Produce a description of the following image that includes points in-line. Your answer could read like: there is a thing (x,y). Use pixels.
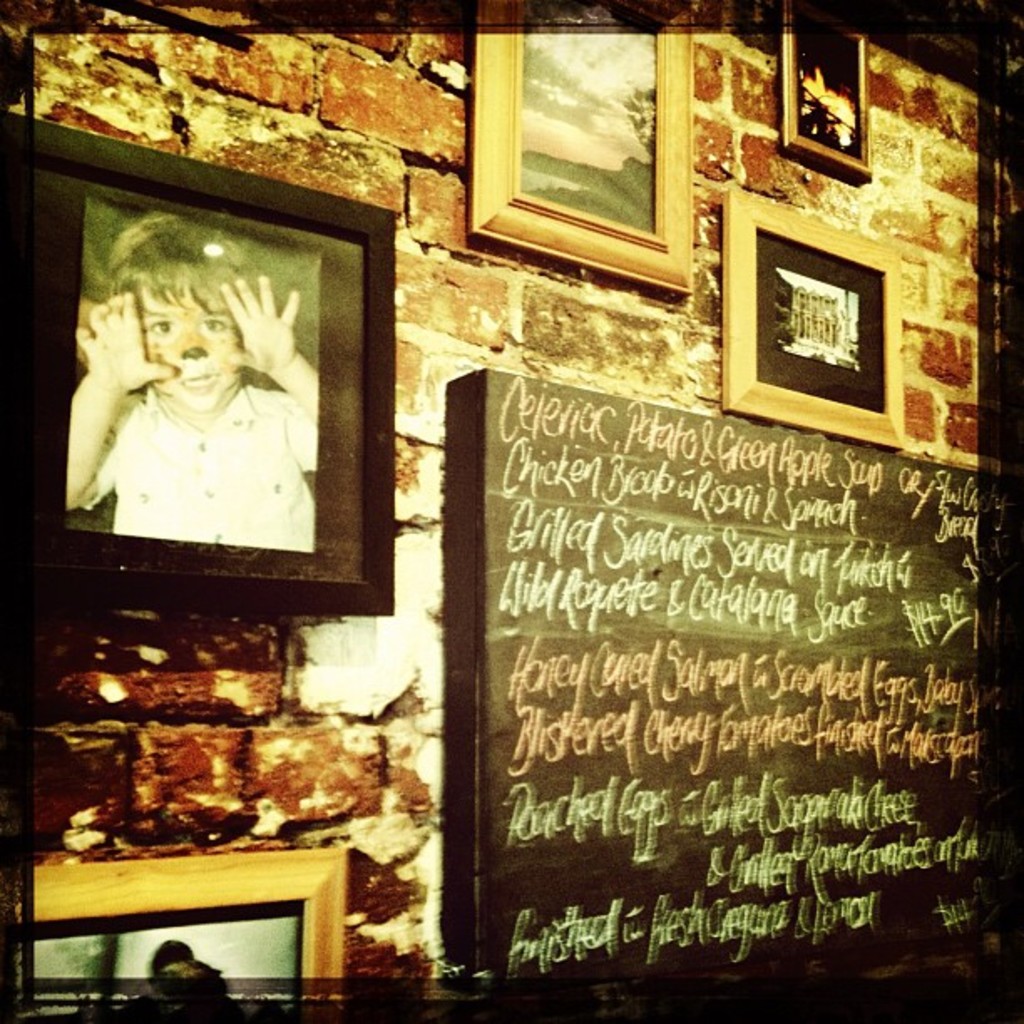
In this image we can see a wall (401,225) with many wall hangings (280,504) and a board (591,768) with text (591,796) on it.
